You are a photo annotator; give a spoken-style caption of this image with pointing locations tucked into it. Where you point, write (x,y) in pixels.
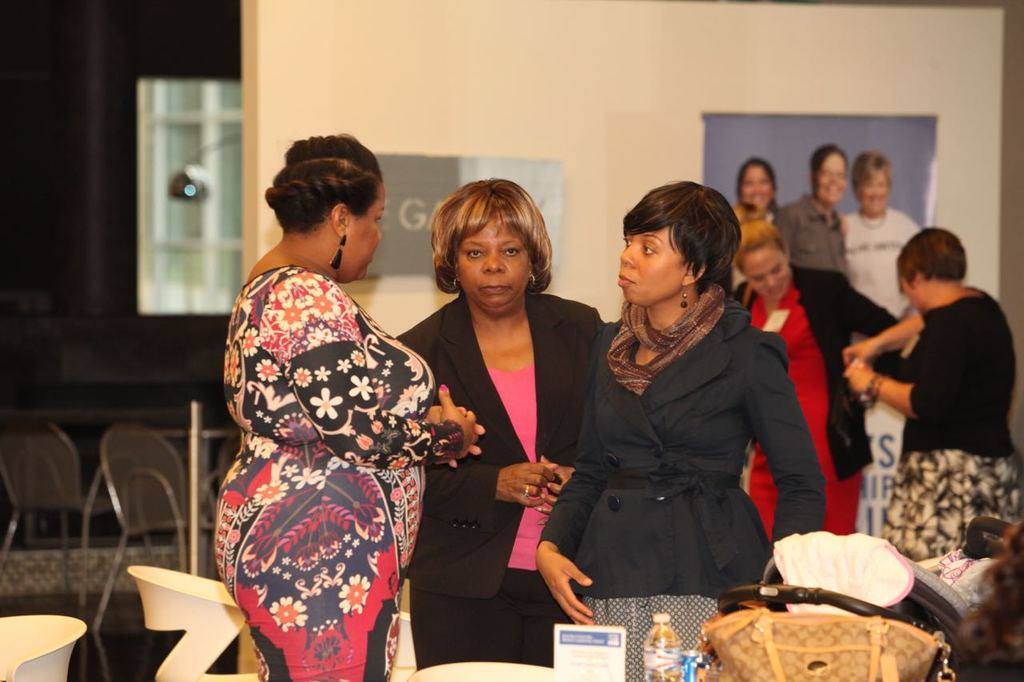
In this image in the front (843,650) there are objects (561,656). In the center (489,407) there are persons (445,407) standing and in the background (383,249) there is a board (458,160) hanging on the wall (511,138) and there are persons (818,198) standing and smiling. On the left side (106,456) there are empty chairs (107,482).
